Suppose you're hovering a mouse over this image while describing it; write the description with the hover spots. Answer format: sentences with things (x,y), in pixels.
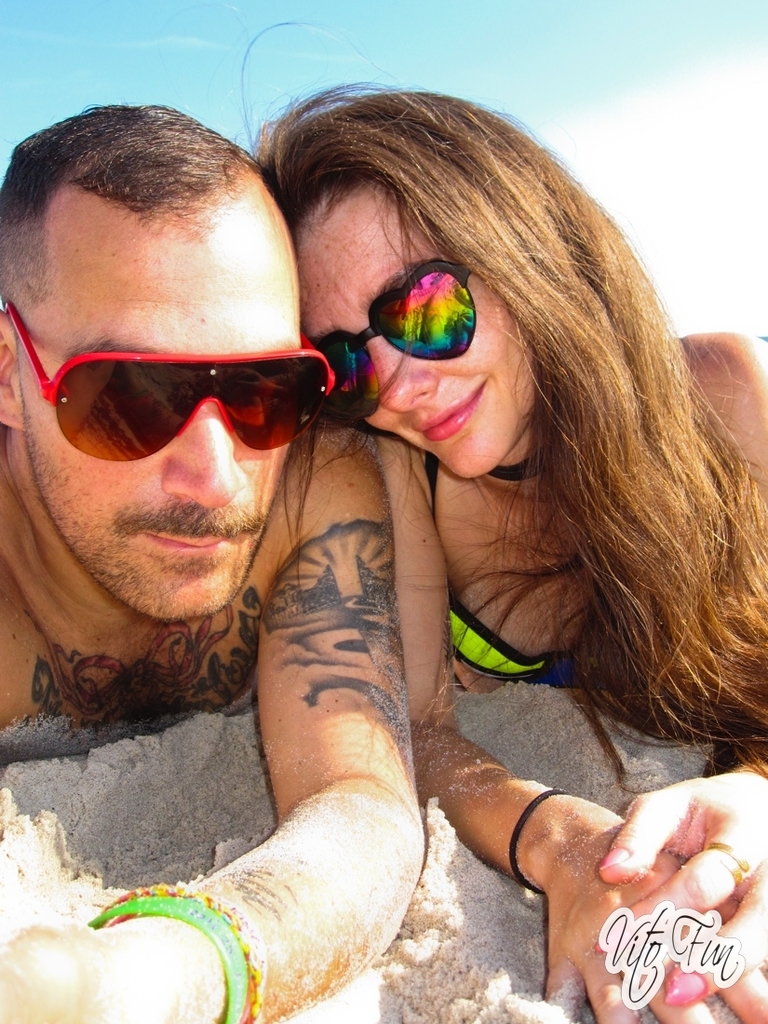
In this image, I can see the man (391,525) and woman (541,626). They wore goggles (86,354). It looks like a tattoo (346,649) on a person's body (135,679). Here is the sand (474,867). At the top of the image (58,36), I can see the sky (626,107). At the bottom right side of the image (649,940), that looks like the watermark (641,945).
